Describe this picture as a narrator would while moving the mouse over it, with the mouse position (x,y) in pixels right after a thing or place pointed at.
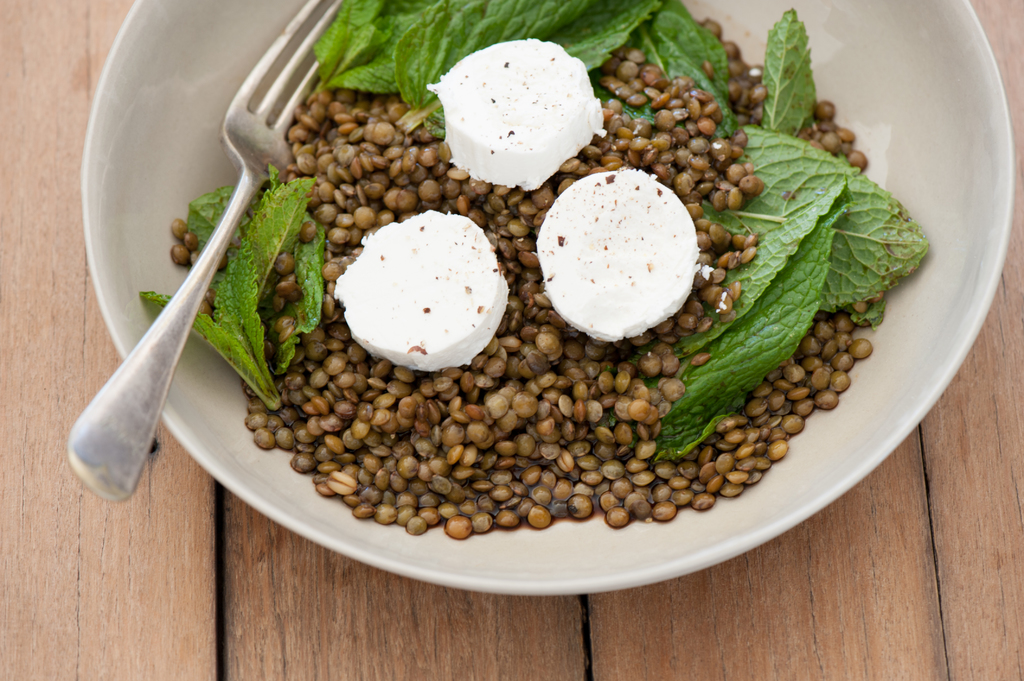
As we can see in the image there is a table (57,521). On table (40,460) there is a bowl (125,329). In bowl (144,267) there is a fork (120,475) and beans seeds (490,349).
